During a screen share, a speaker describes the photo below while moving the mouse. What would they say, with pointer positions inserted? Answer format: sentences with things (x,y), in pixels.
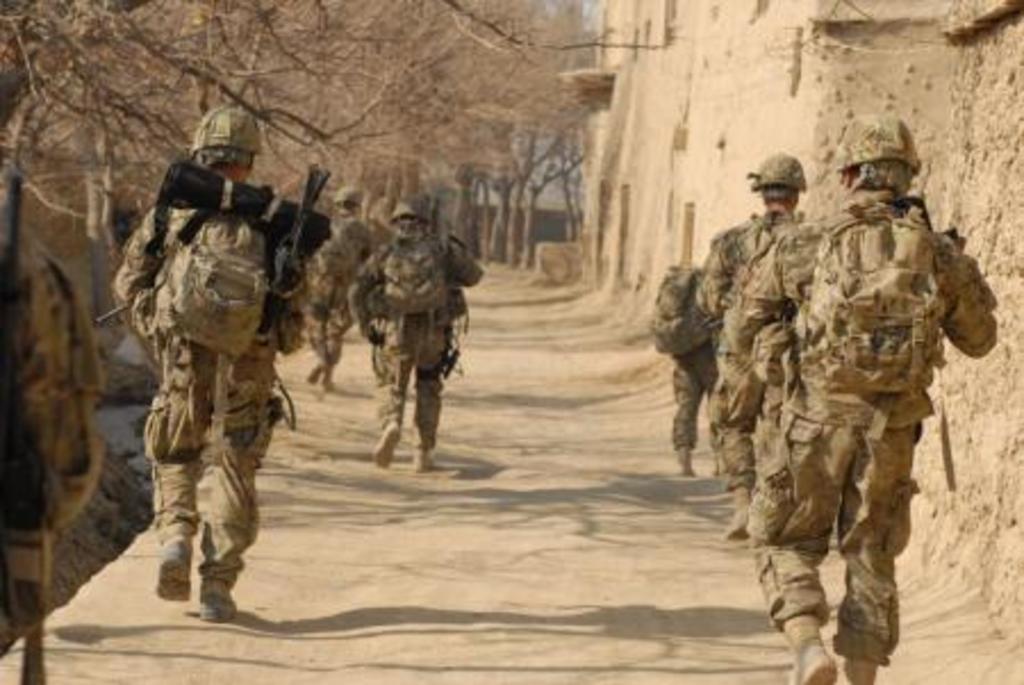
In this image, we can see a group of people (686,408) are running and wearing backpacks (199,254), helmets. Background (611,233) we can see so many trees (317,130) and houses (620,178).
